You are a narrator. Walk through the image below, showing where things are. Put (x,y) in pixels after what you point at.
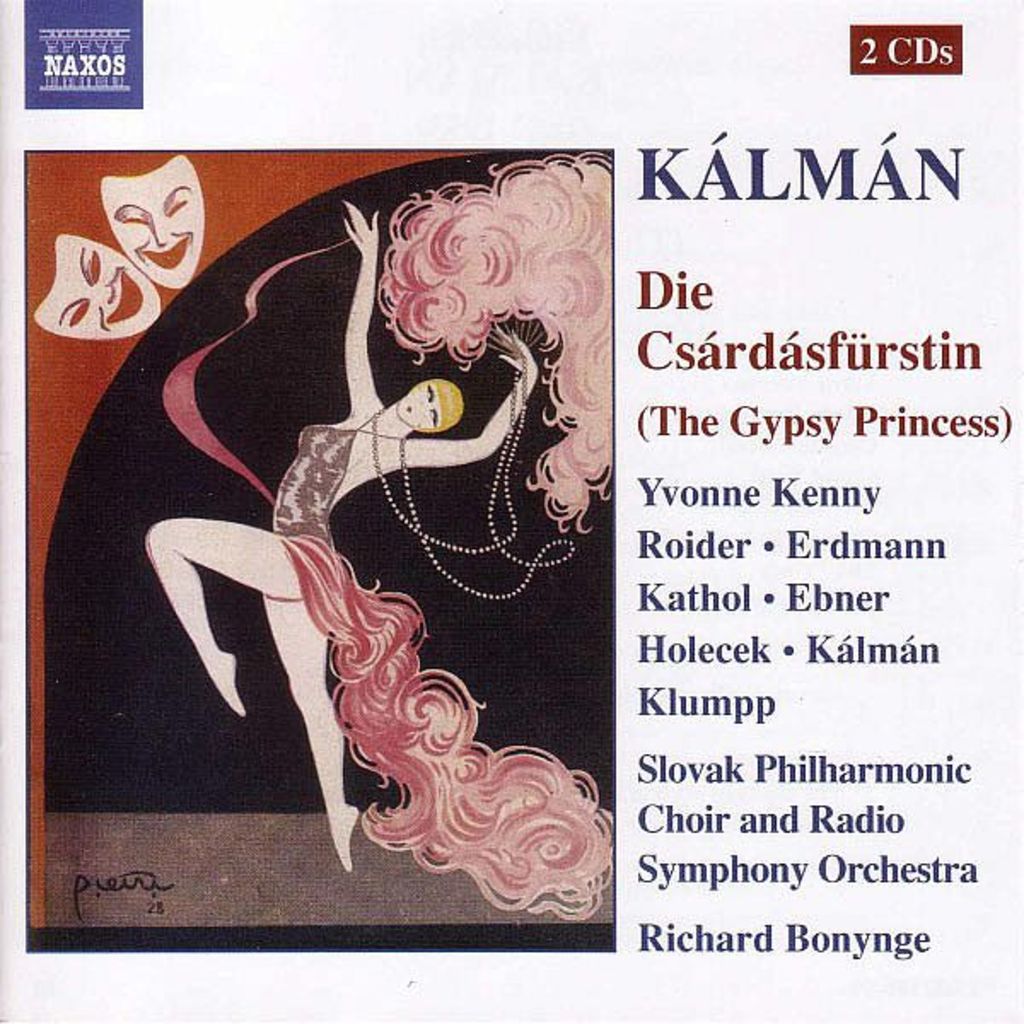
In this image I can see a poster (418,115) on which we can see a painting (384,540) of girl (458,777) and some text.
